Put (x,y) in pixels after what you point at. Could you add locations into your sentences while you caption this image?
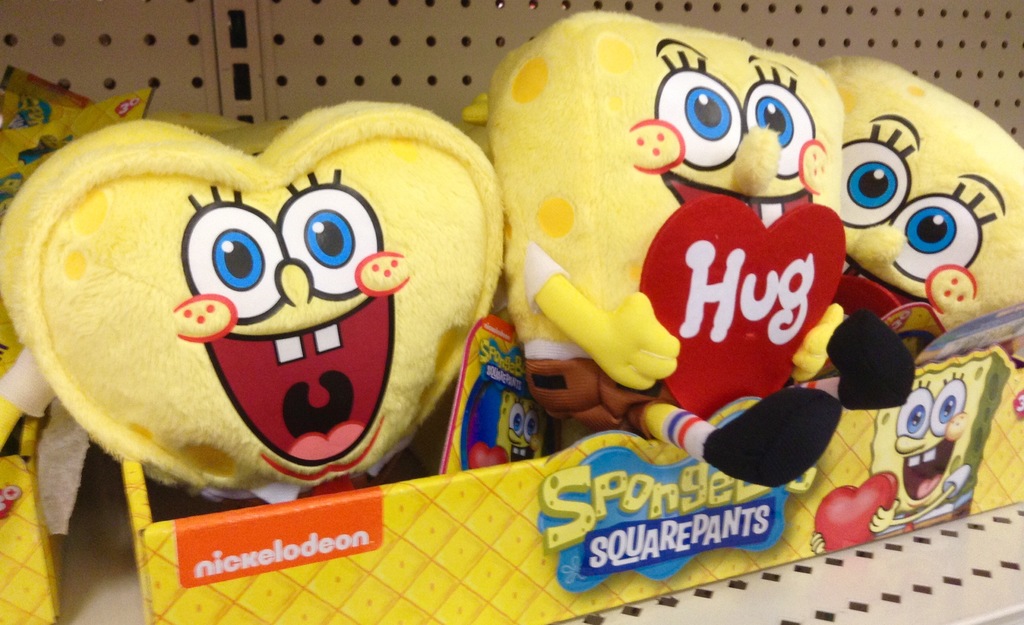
There are yellow color dolls (944,118) placed in an yellow color box (670,533), which is on the table (116,547), near another box (5,470), which is having yellow color dolls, near a white wall (288,27).
